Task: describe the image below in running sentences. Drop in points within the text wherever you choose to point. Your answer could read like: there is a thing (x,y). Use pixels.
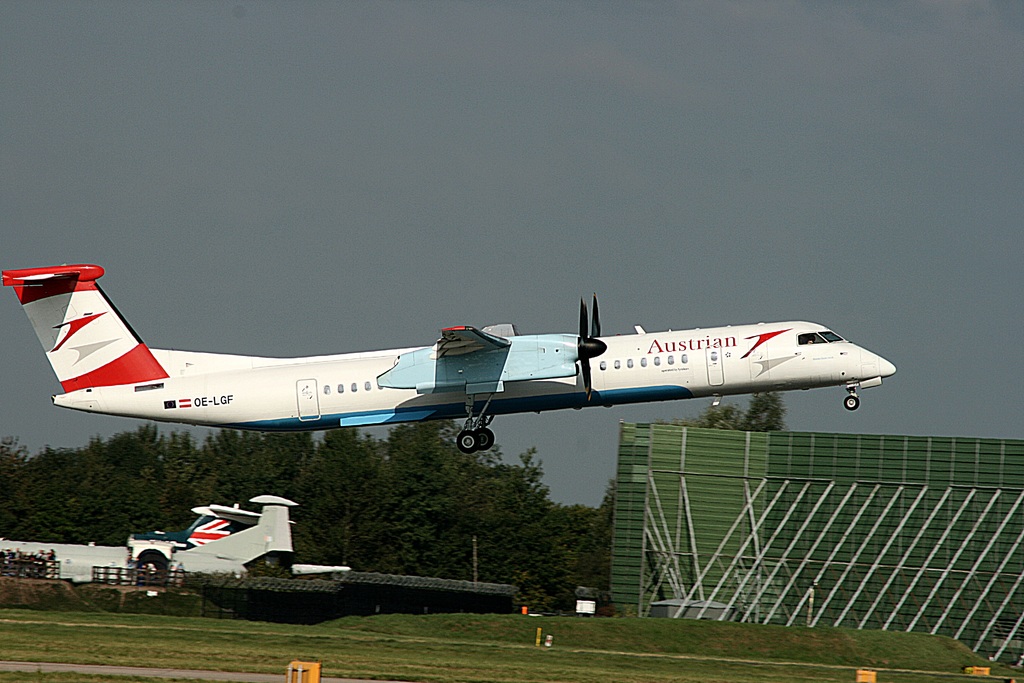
In this image we can see the grass (245,650), an airplane (803,377) flying in the air (814,395), fence (299,601), trees (557,552), the wall (771,570) and the cloudy sky (278,243) in the background (670,154).
